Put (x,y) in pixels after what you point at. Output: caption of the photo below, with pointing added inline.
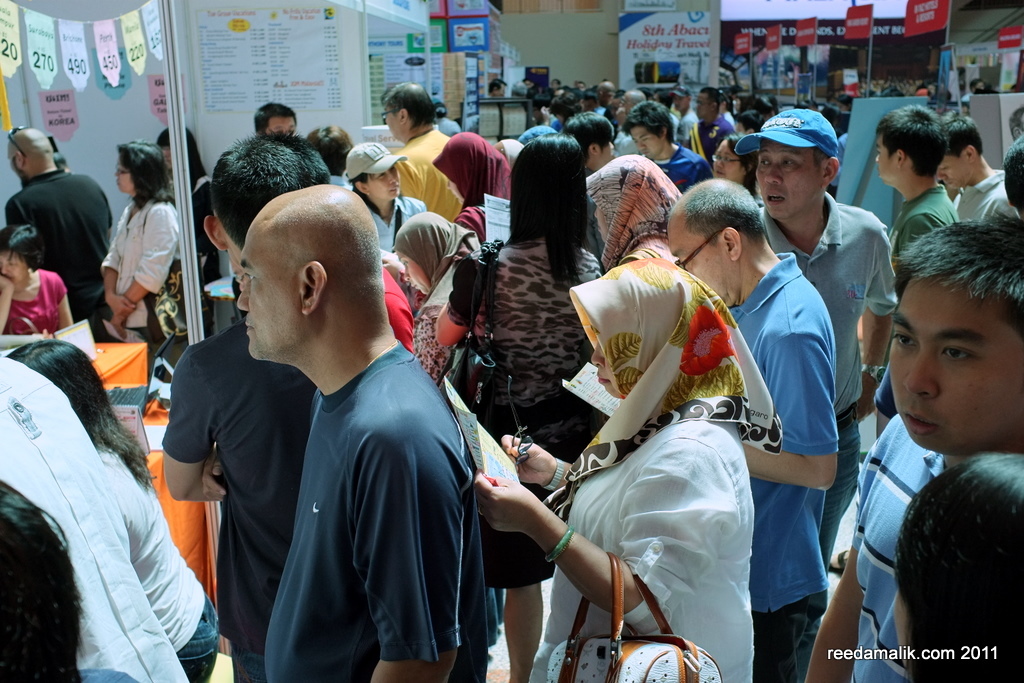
In this picture there are people (341,531) and we can see stalls (215,121), boards (242,81), pole (170,87), hoardings (642,16), posters (659,79) and objects (70,336).
